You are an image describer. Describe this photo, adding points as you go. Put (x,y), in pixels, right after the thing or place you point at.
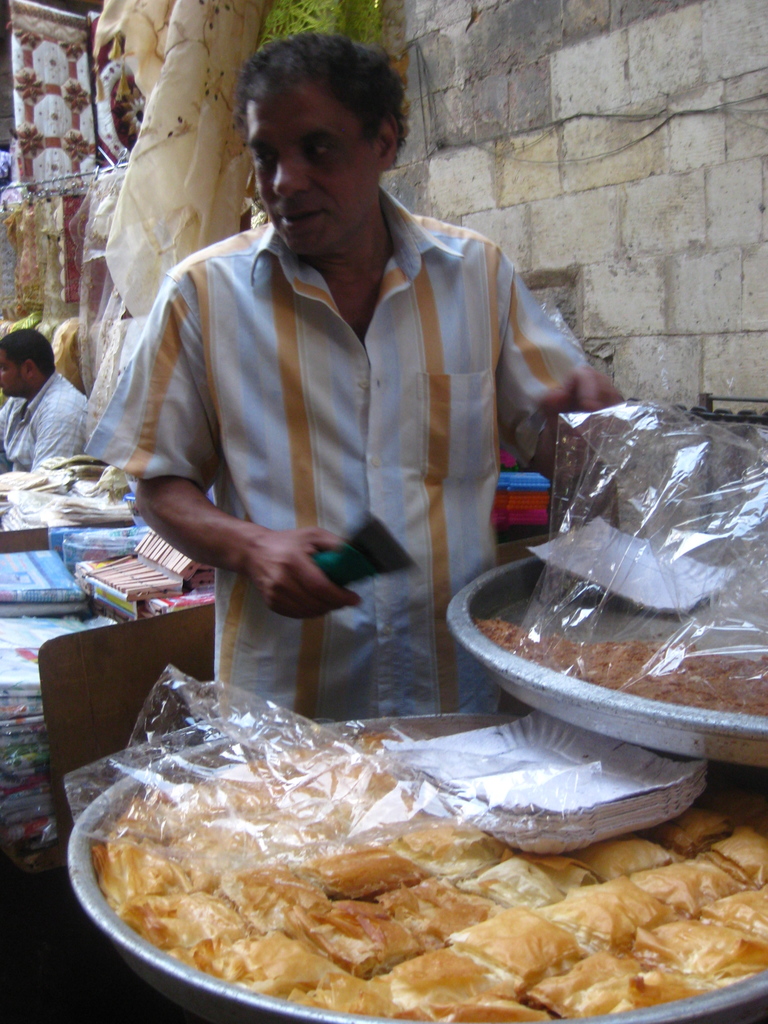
In this image I can see a person (340,392) wearing white and brown colored shirt (321,392) is standing and holding few objects (352,541) in his hand (314,542). I can see two trays (524,677) in front of him and few objects (589,662) in the trays (506,669). In the background (17,435) I can see a person (64,447) sitting, the wall (609,135) which is made up of bricks (610,121), few cream colored clothes (159,119) and few other objects (92,559).
